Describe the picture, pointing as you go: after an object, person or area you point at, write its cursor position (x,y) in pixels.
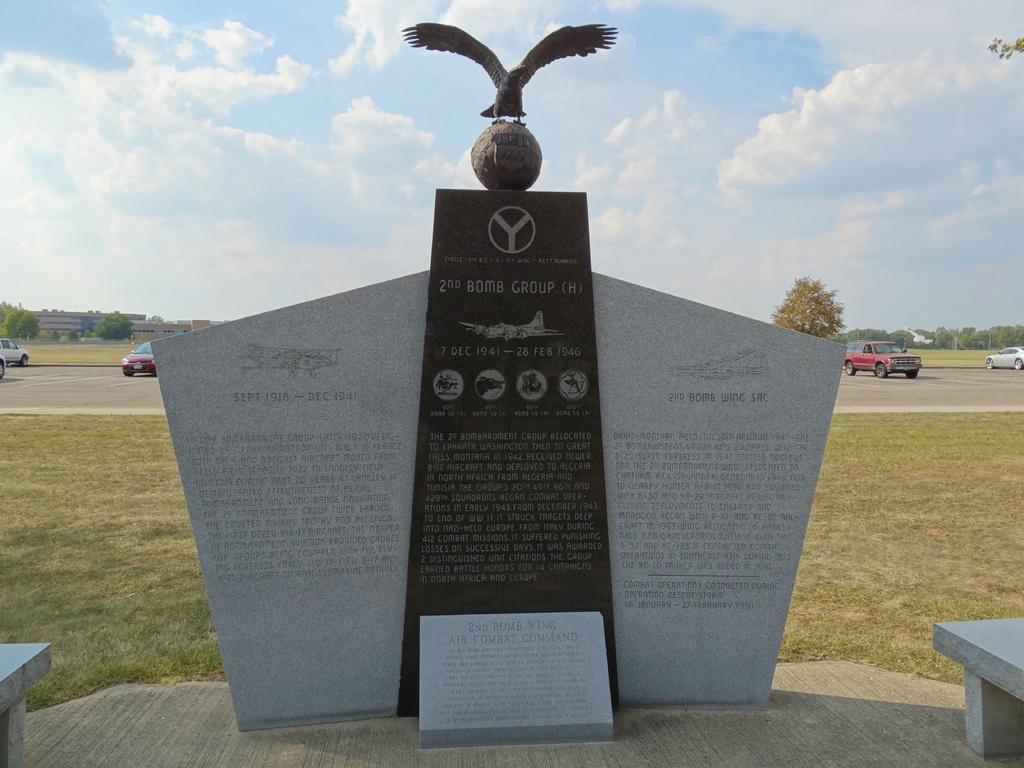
This image is taken outdoors. At the top of the image (260,138) there is the sky (408,70) with clouds (814,118). At the bottom of the image (688,721) there is a floor (120,710). In the background (114,326) there are a few buildings (80,328), trees (806,329) and there is a ground (906,471) with grass (893,456) on it. Many cars (909,358) are parked on the ground (944,365). In the middle of the image (580,346) there is a memorial stone (370,413) with a statue (503,87) of an eagle (502,72) and there is a text (276,491) on the stone (526,550).
